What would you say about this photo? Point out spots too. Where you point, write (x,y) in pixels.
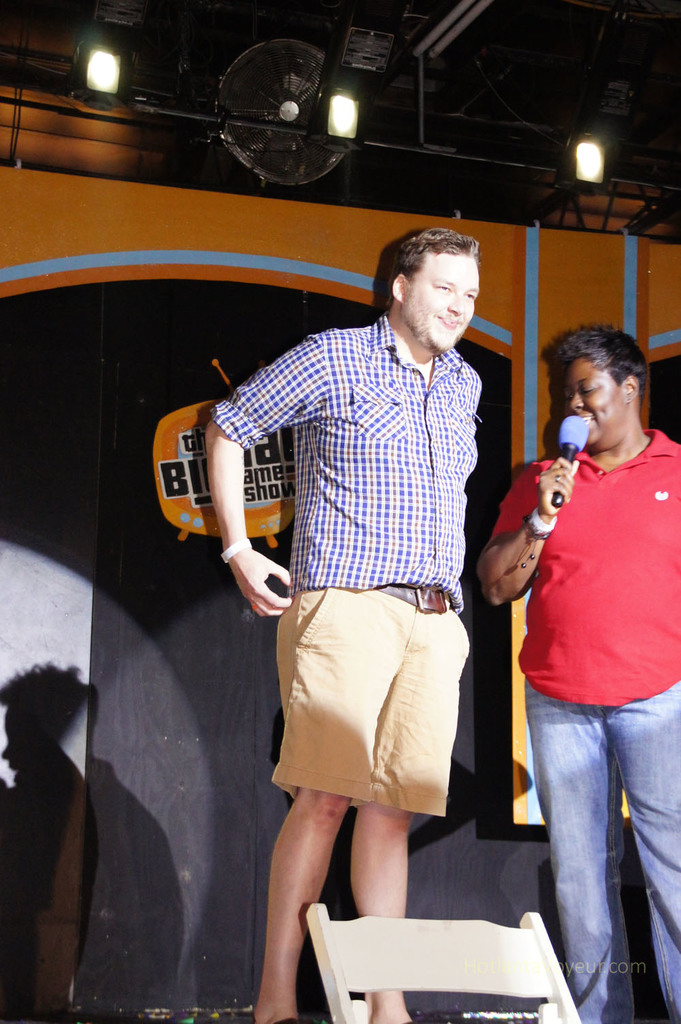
At the right side of the picture (607,614) we can see a person (625,570) wearing a red colour t shirt (600,549) holding mike (579,438) in hand (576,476) and talking. Aside to this person (566,583) we can see a man (356,736) standing and holding a smile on his face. At the top (276,170) we can see fans (272,146) and lights (576,166).
